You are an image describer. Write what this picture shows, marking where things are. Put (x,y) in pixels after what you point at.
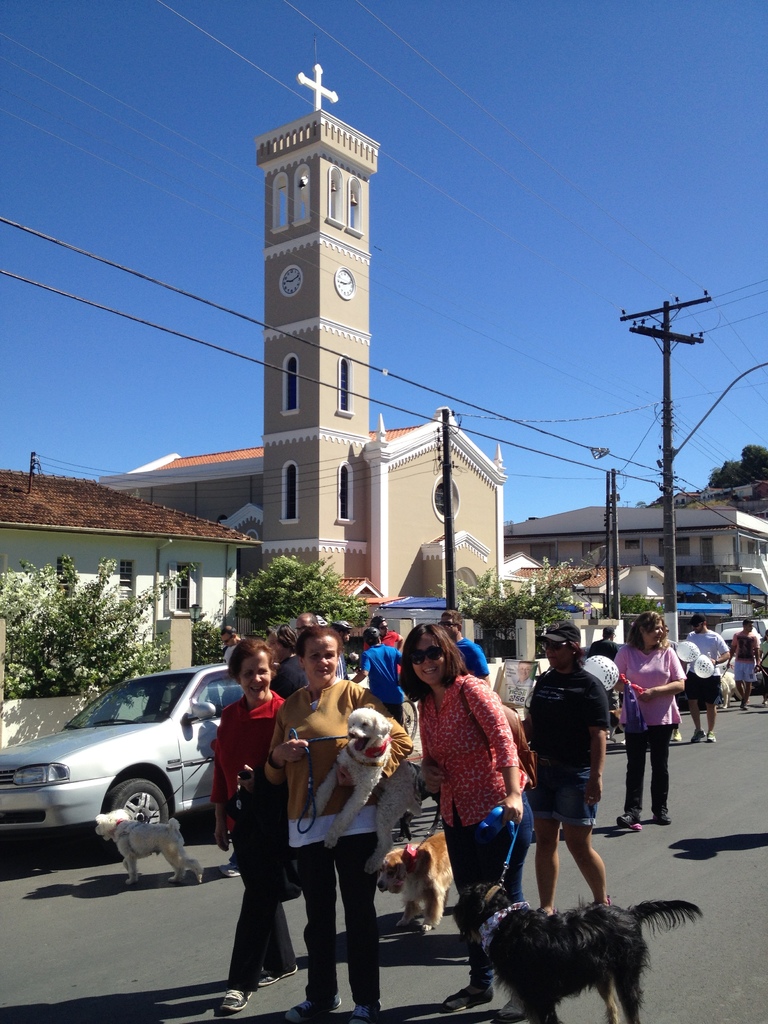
As we can see in the image, there is a building (344,375), sky (512,248), current pole (681,305), houses (36,543), trees (63,622) and few people (391,733) standing on road (171,889). On road (119,918) there are dogs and a car (120,756).
